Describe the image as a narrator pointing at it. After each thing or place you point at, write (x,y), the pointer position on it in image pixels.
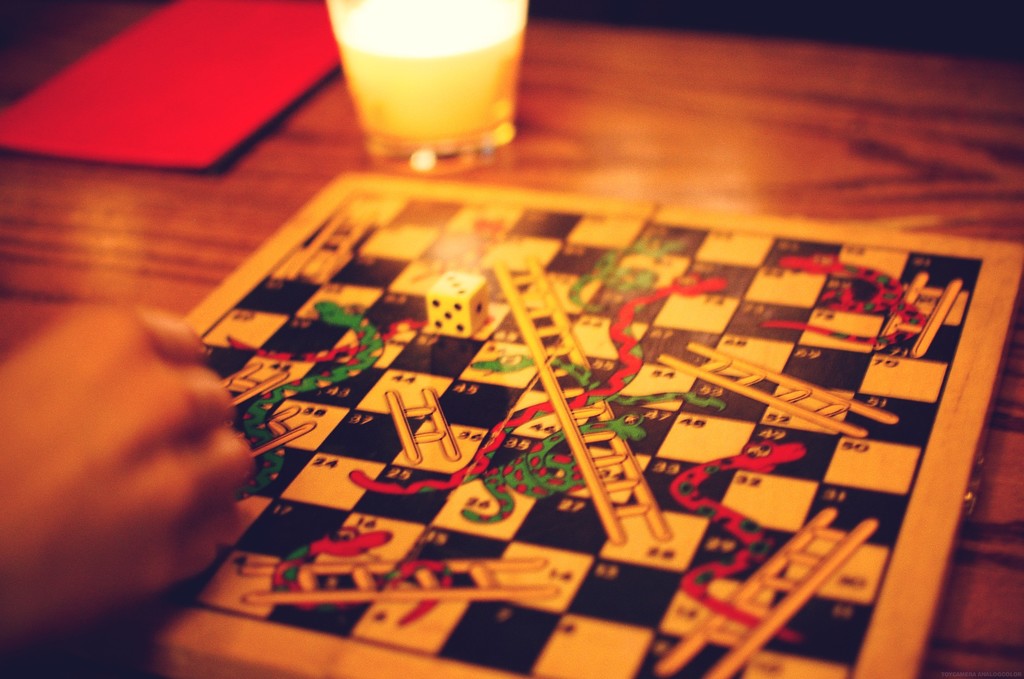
It is a table (963,74) there is a candle (408,77) and snake and ladder board (542,465) kept on the table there is also a die (469,291) on the table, it means someone (194,440) is playing the game there is also a red color card (214,114) on the table (2,318).
